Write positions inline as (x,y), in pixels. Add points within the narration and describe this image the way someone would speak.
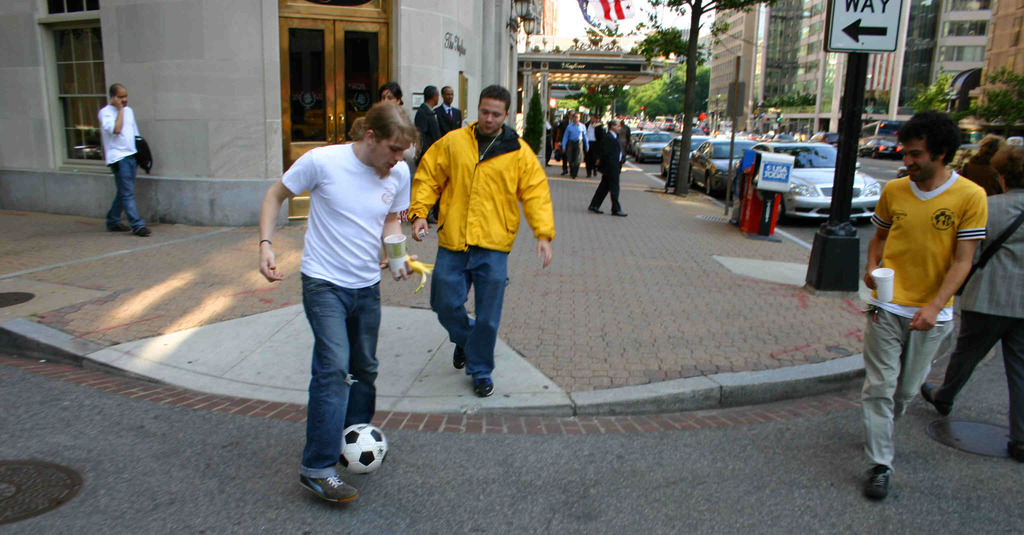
In this image consist of a road (808,239) and there is a building (267,129) on the left side (293,71) and there is another building (971,90) on the right side (1011,61) and there are some cars (669,127) park on the road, on the left side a man (114,147) walking on the footpath (207,278) and there are the two persons (454,286) playing with a ball (368,449) and there are some trees (682,99) visible on the middle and there is a sign board (861,34) visible.
